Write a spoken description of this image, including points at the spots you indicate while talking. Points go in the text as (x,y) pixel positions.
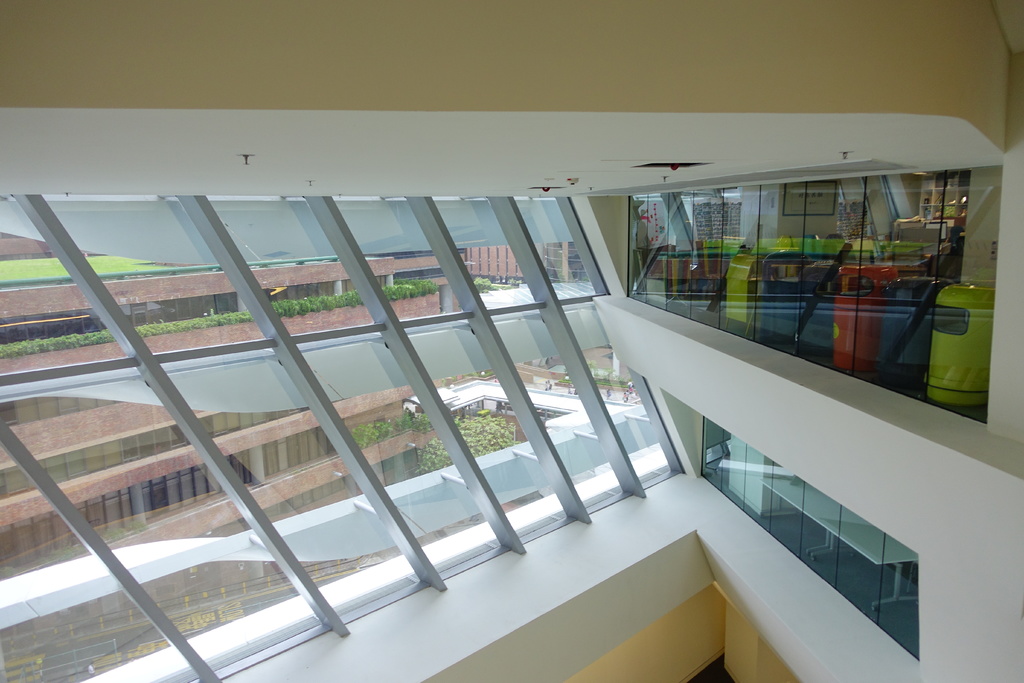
In the middle of the image (647,390) we can see a glass wall (596,326), Through the glass wall (584,314) we can see some trees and plants (26,349) and building (553,408). Top of the image (683,7) there is wall (973,40).
